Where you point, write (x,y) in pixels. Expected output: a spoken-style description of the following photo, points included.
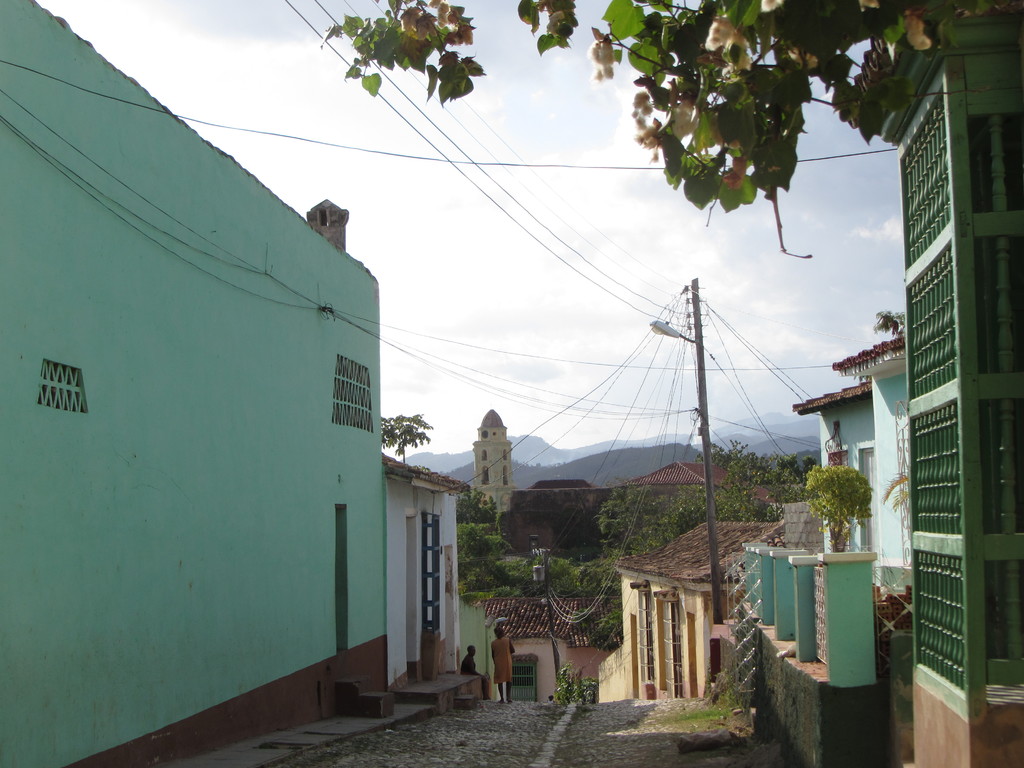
In this image a person (502,664) is standing on the land (504,715). A person (467,668) is sitting on the floor (448,675) before a house (431,669). Background (527,694) there are few plants (581,689), trees (624,535) and few buildings (311,569). Top of image (660,227) there is sky (510,264). Right top there are few branches (698,108) having leaves (723,54) and flowers (728,36). There is a pole (699,337) having a lamp (684,338) and few wires (685,318) are connected to it.
